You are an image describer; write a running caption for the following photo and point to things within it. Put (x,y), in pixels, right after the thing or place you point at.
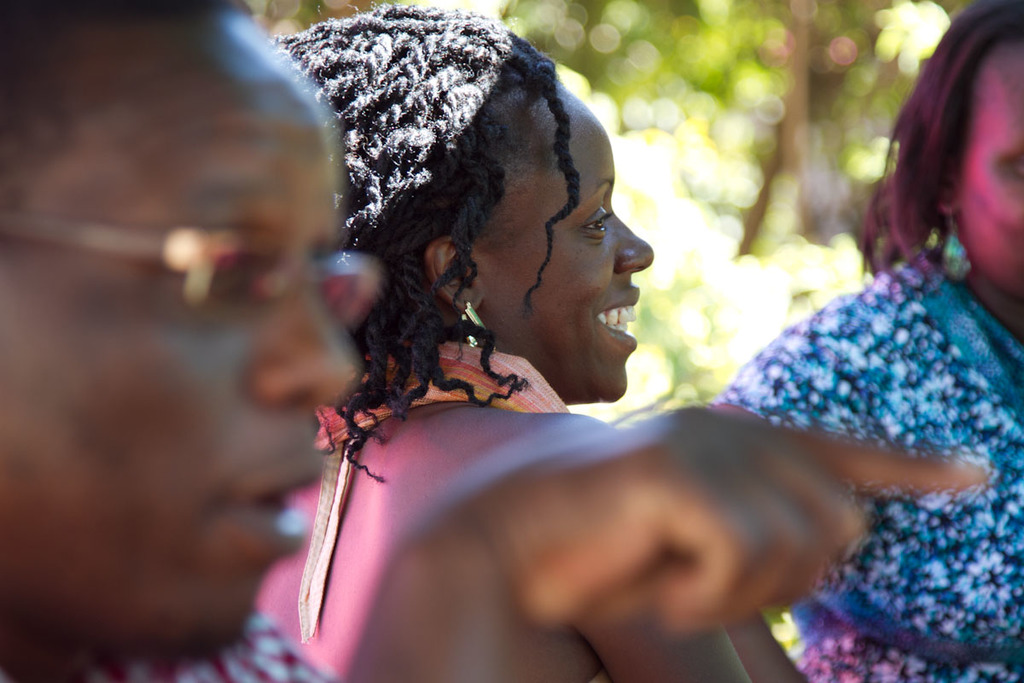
In this image we can see two women (497,366) and we can also see a man (298,308) wearing glasses (217,251). The background (738,15) is blurred with the trees (807,154).
